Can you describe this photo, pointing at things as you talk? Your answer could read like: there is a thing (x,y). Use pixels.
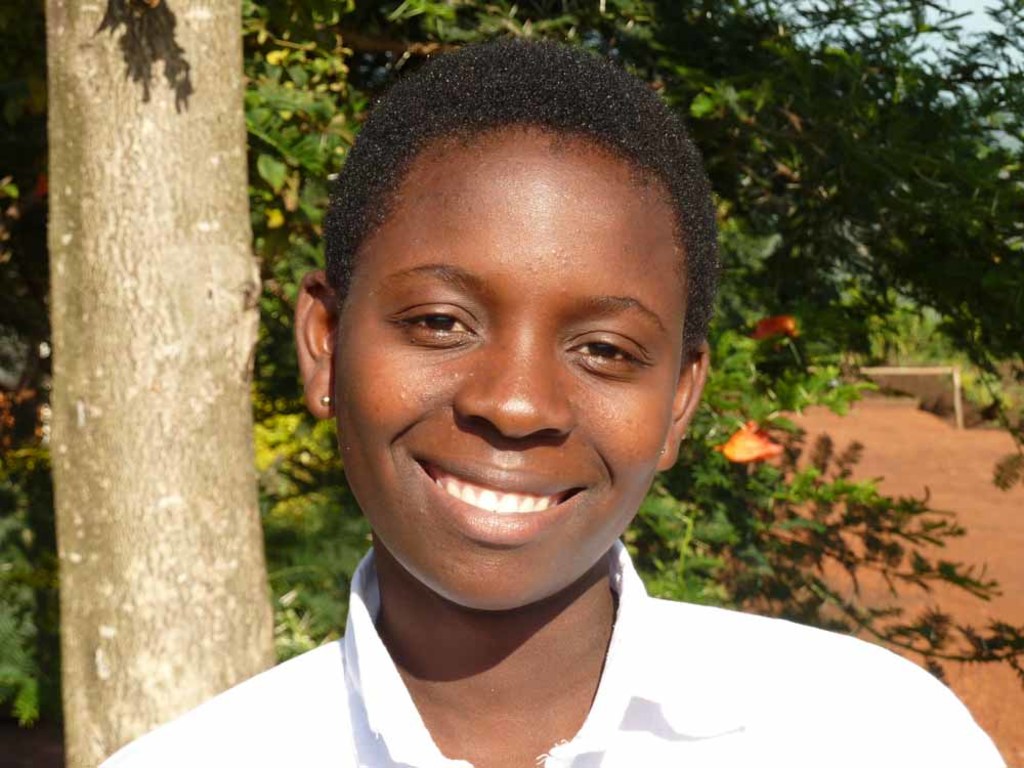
In this image we can see a person's face (426,528) who is wearing white color shirt (334,691) standing at the foreground of the image (431,334) and at the background of the image (385,67) there are some trees (381,38).
